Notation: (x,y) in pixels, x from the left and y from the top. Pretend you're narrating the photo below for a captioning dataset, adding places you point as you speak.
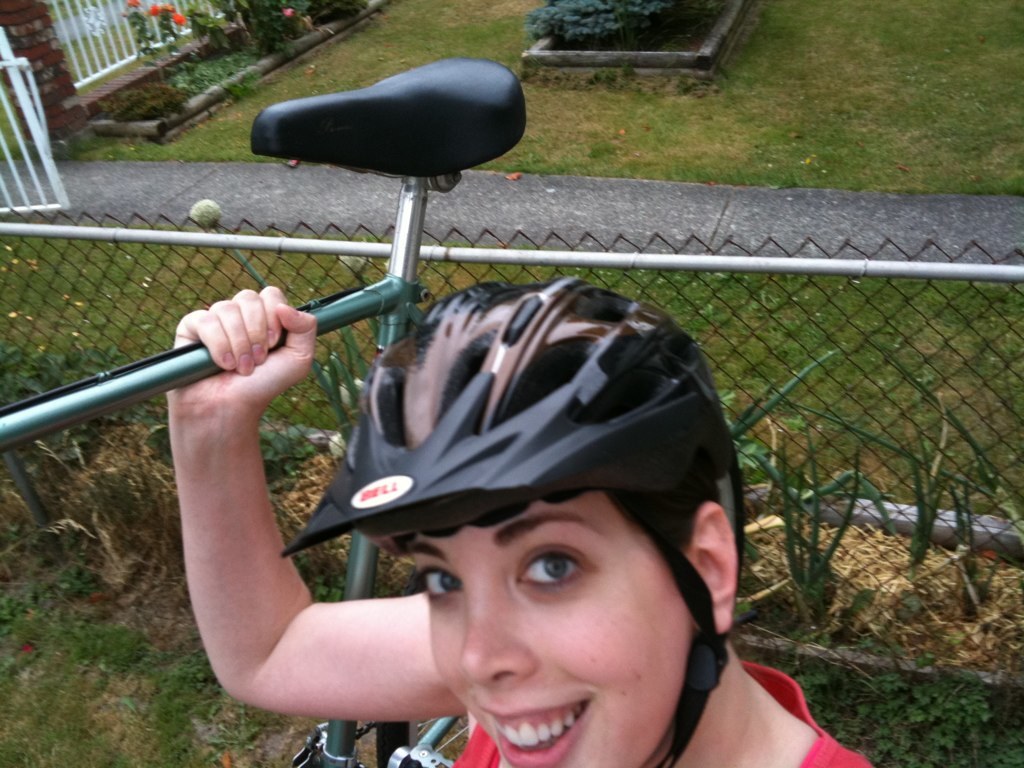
In this image we can see a person (561,663) smiling and holding a bicycle (413,250) and in the background (915,440), we can see a fence (55,305) and there are some plants (302,571), flowers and grass (80,481) on the ground (674,84).
